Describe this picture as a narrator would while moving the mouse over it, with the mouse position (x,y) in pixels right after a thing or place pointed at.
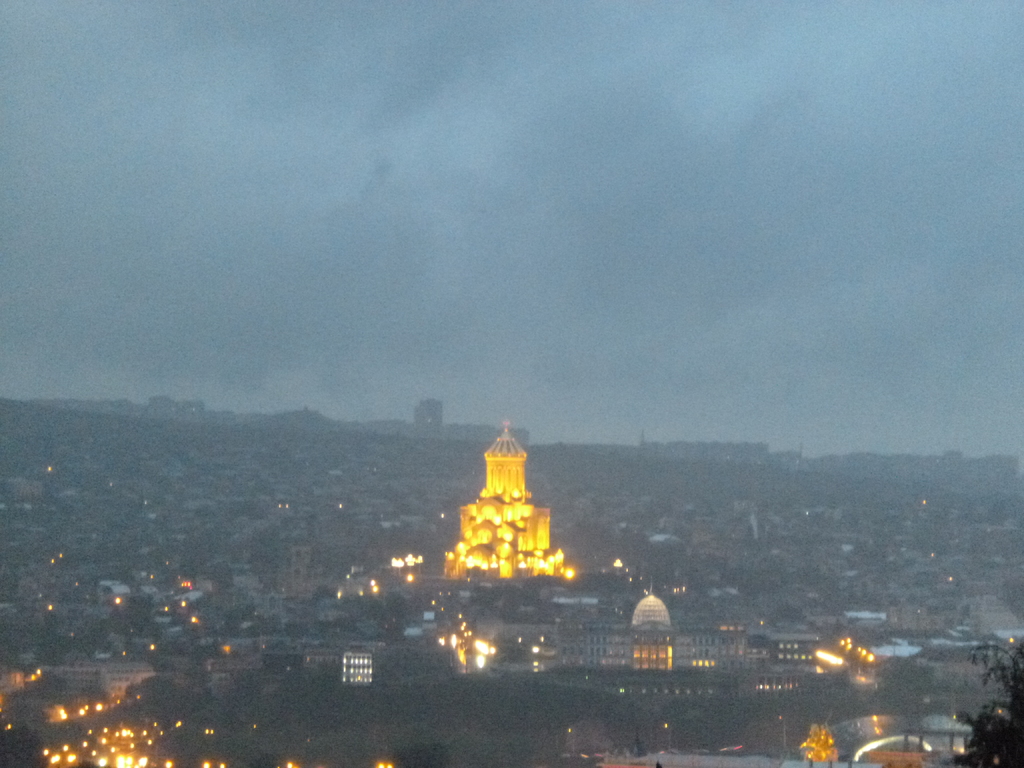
At the bottom of the image (359,524) there are many buildings (779,499) with few lights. In the middle of them there is a big building (514,489) with lights (506,515). At the top of the image (544,203) there is a sky (617,223) with clouds (401,295).
